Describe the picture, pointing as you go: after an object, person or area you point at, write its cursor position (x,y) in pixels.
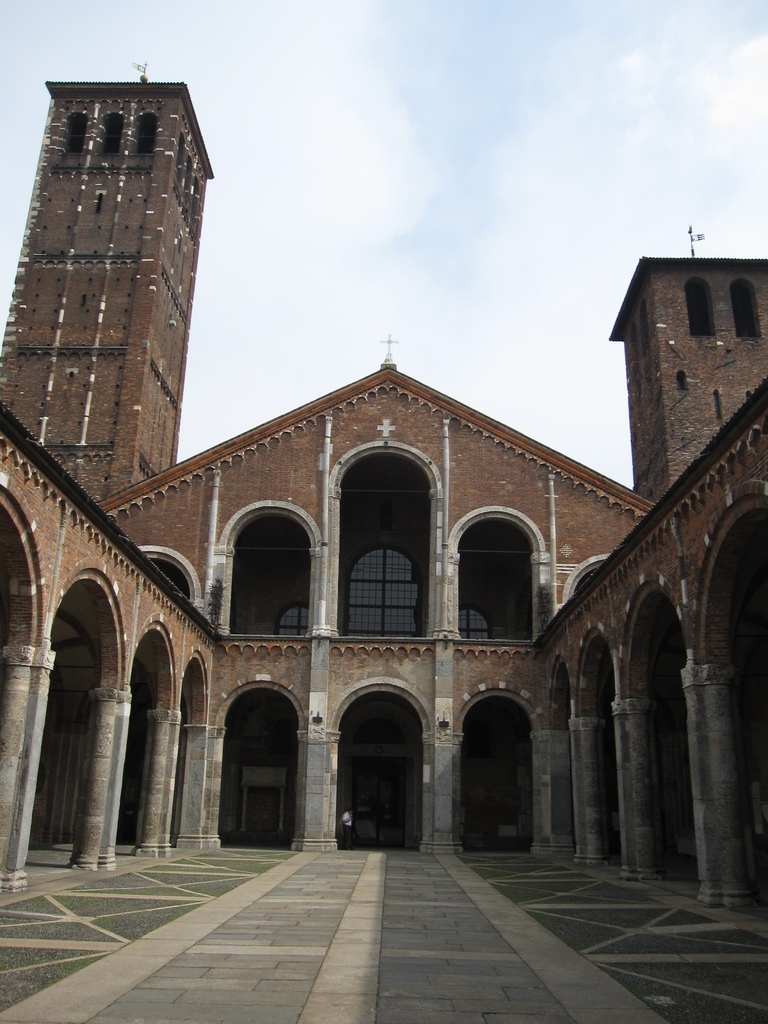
In this picture we can see a building (432,489) and a person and in the background (658,215) we can see the sky (650,203).
